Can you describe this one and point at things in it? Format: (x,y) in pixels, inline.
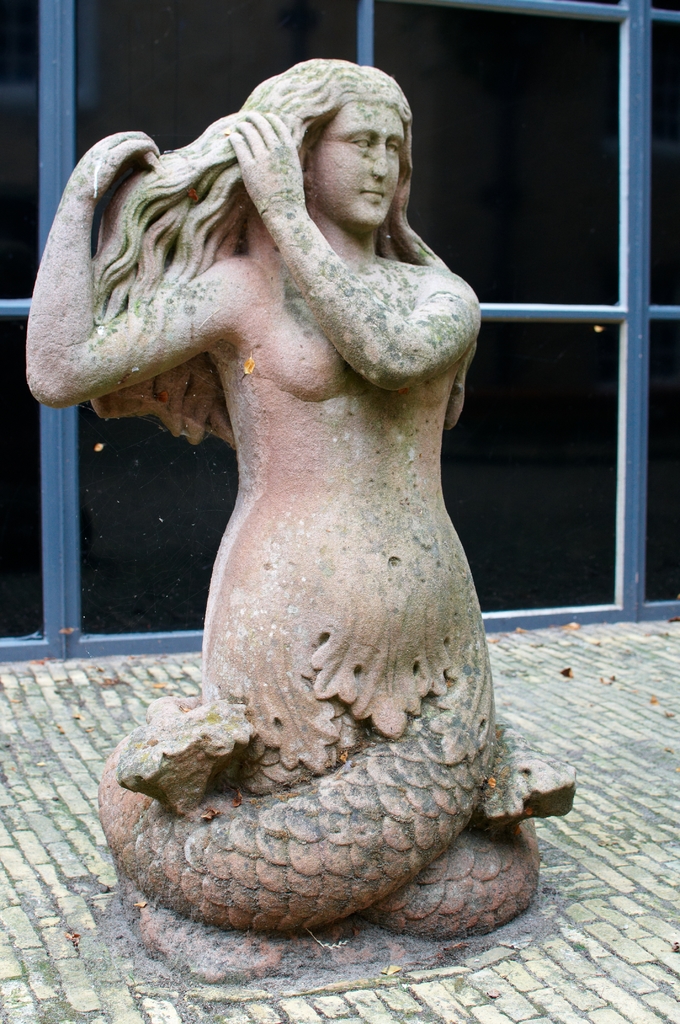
This picture seems to be clicked outside. In the center (330,518) there is a sculpture (365,815) of a person (326,801). In the background (624,77) we can see the metal rods (640,591) and the pavement (582,886).
